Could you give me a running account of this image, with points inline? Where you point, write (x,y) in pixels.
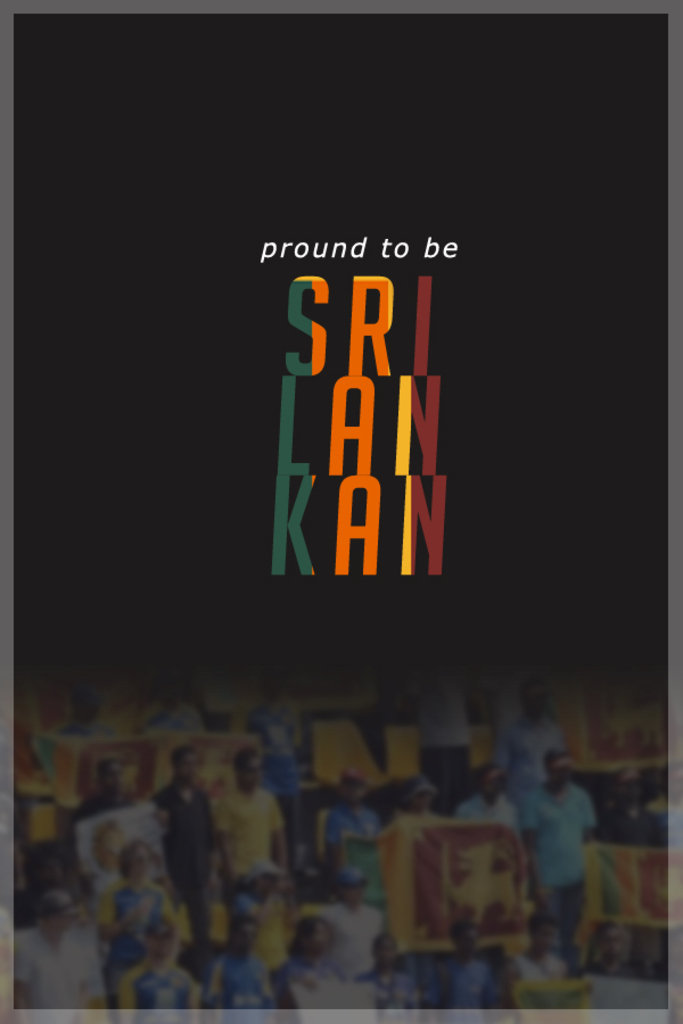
A poster (300,328) of a "Proud to be SRI LANKAN". Here we can see people (628,787) are holding banners (414,887).
